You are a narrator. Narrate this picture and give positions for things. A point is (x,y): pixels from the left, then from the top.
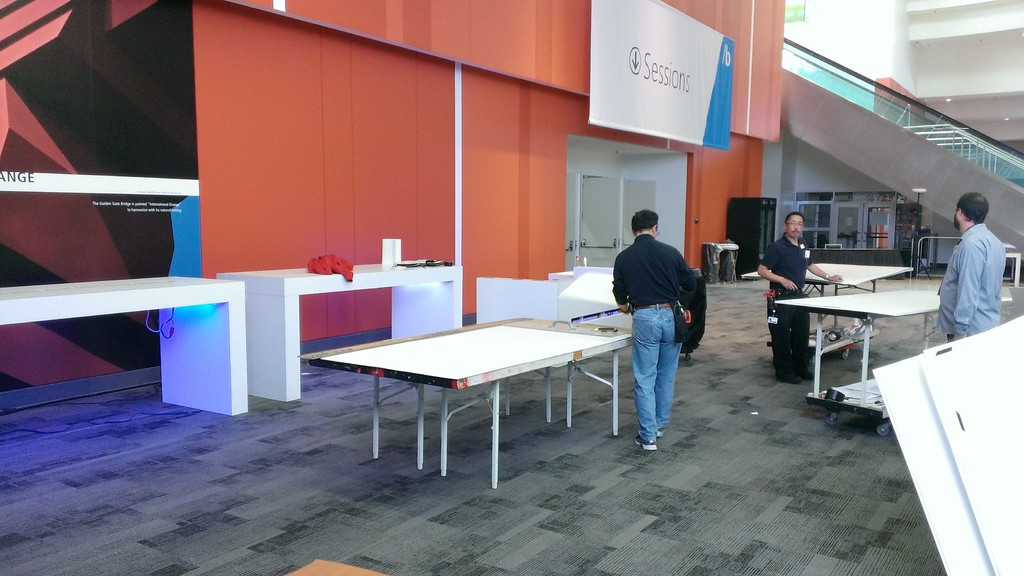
This picture shows three Men (654,322) and tables (838,301).
